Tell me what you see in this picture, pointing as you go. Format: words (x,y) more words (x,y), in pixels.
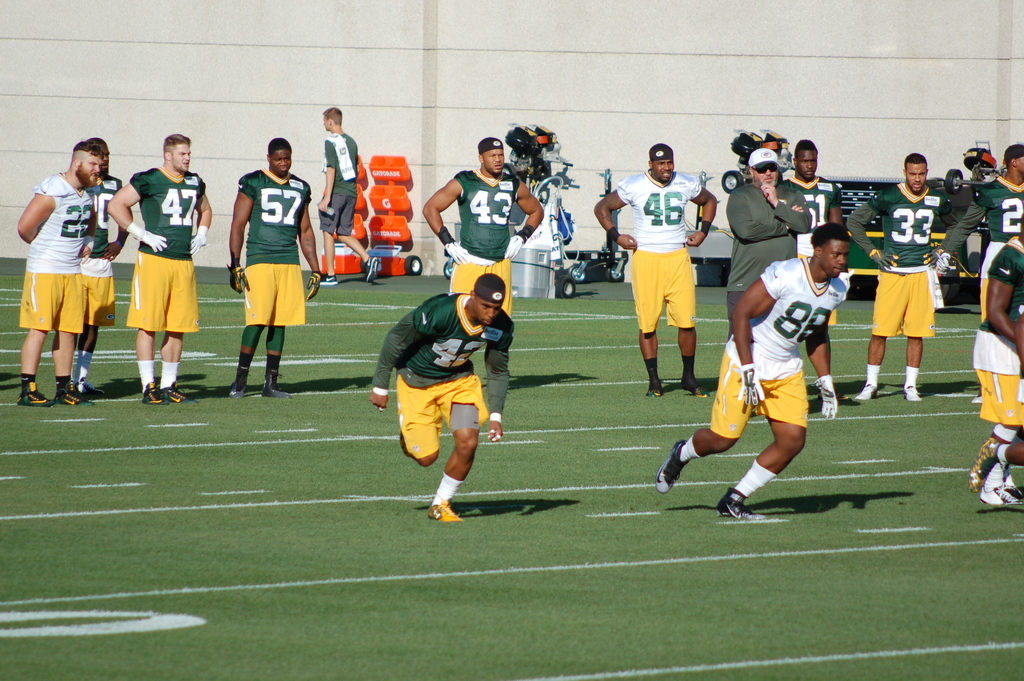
In the foreground of the image (442,300) there are people (379,374) running. In the background of the image (495,200) there are people (260,308) standing. There is a wall (257,110). There are few objects (374,168) near the wall (421,192). At the bottom of the image (422,621) there is grass (376,621).
